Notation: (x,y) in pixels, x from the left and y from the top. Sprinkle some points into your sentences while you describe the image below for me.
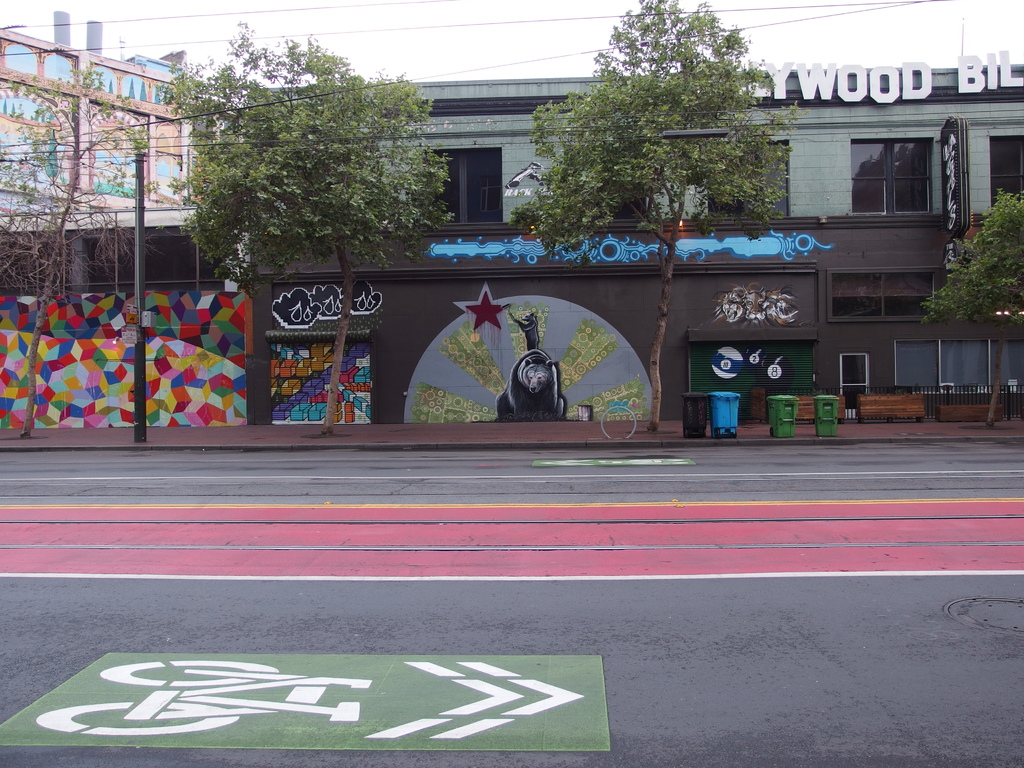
In the foreground of the picture (244,470) there are railway tracks (732,534), road (629,534), dustbins (734,414), trees (75,146), pole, cables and footpath (866,420). In the center of the picture (410,398) there are buildings (877,111), boards (889,99), windows (462,193) and walls (414,338) painted. In the background (452,16) it is sky (1023,43).
